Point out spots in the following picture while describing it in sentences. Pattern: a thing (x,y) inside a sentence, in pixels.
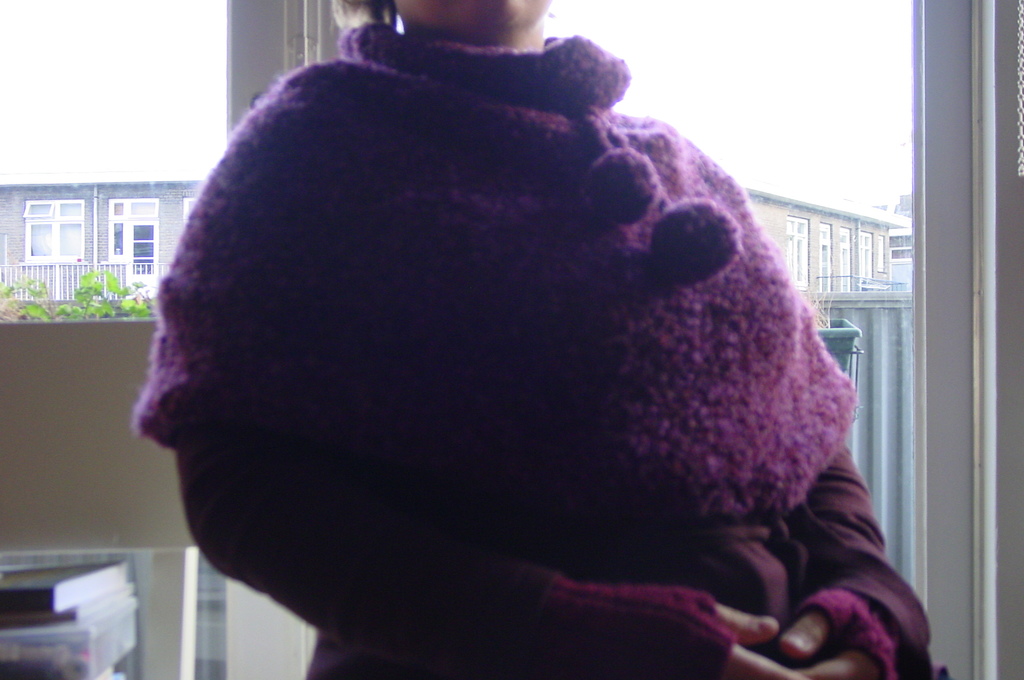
In this image we can see there is an inside view of the building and there is a person (591,309) standing. And at the back (830,331) there is a book (106,610), dustbin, wall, box (122,616) and a window (143,169). Through the window (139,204) we can see there are buildings (146,206), plant (92,285) and the sky (104,24).
